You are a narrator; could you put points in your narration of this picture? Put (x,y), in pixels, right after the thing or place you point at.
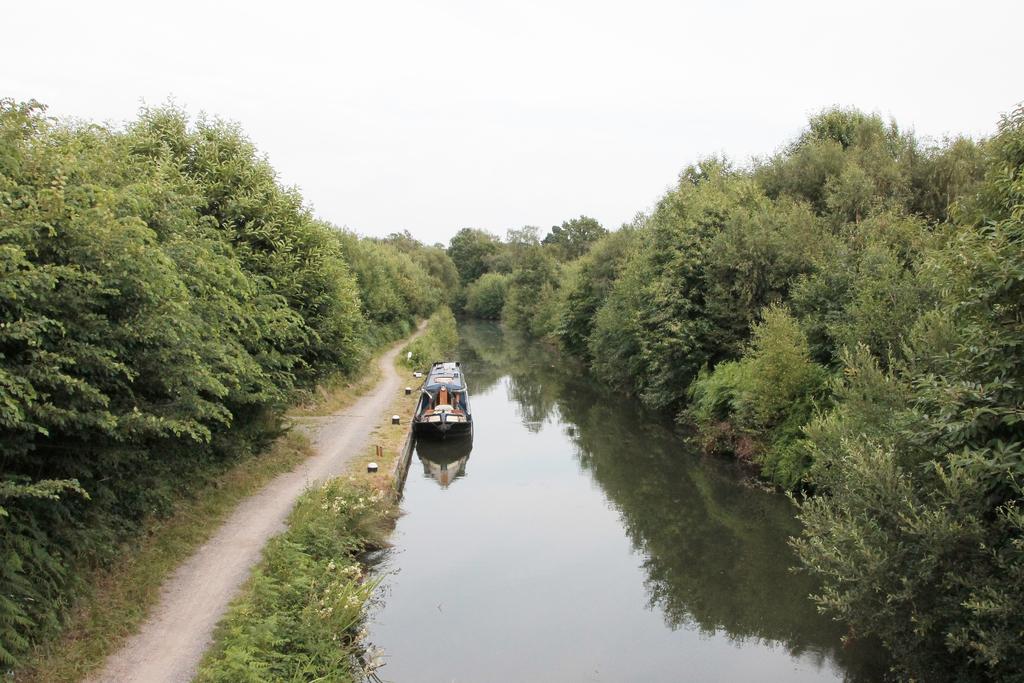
As we can see in the image there are trees (410,286), water (542,379), boat (451,435), grass (363,502) and sky (476,125).
